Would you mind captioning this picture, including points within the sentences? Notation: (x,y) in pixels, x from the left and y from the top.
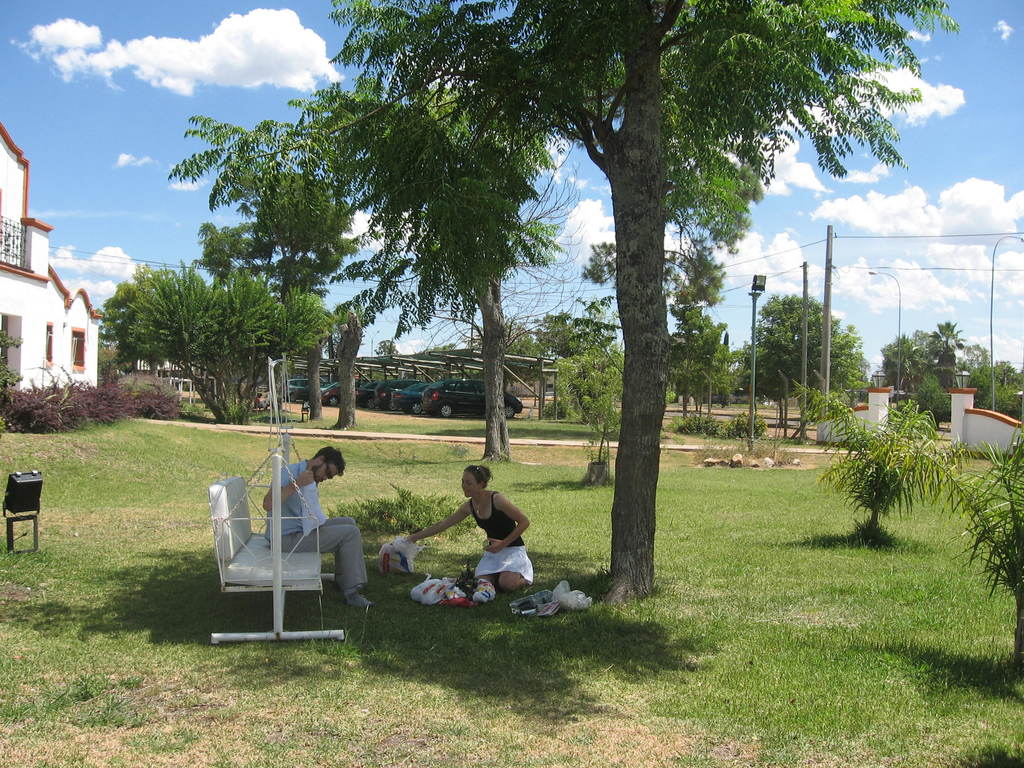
In the foreground of the image (598,702) we can see a man (329,551) is sitting on the swing (288,562) and a lady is sitting on the grass (453,645). In the middle of the image (654,266) we can see a house (19,286), cars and trees (946,366). On the top of the image (940,221) we can see trees (393,50) and the sky (53,35).
